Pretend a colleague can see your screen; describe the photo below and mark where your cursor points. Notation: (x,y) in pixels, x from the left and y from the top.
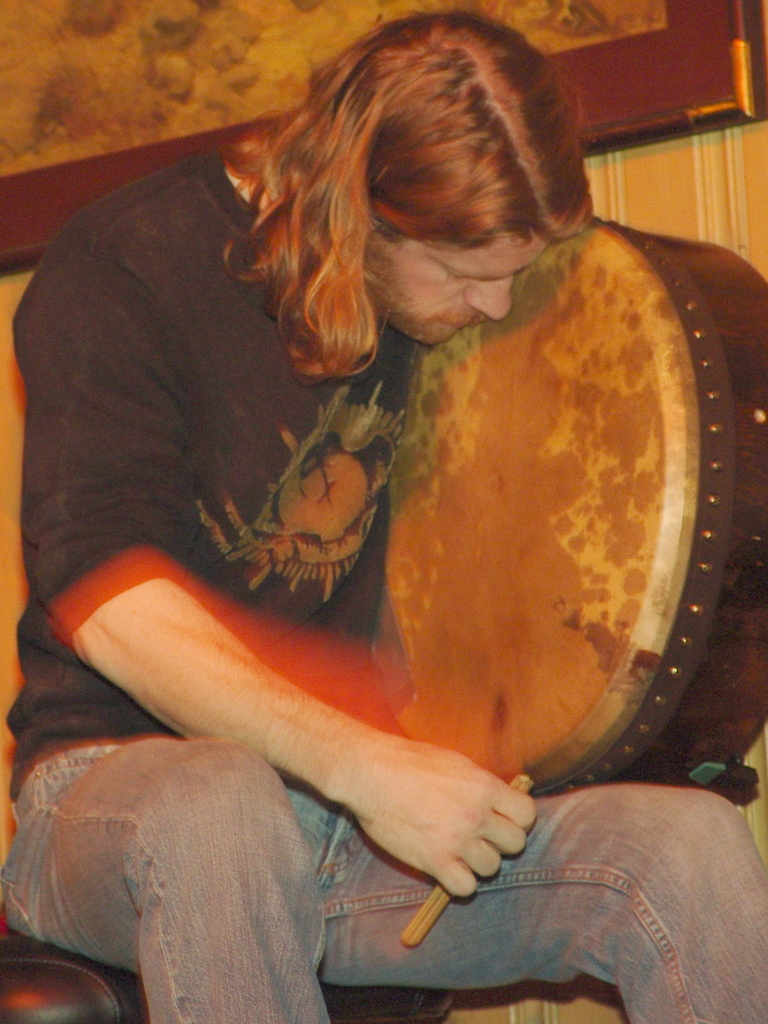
Here we can see a man (114,934) sitting with something in his hand (447,788).
